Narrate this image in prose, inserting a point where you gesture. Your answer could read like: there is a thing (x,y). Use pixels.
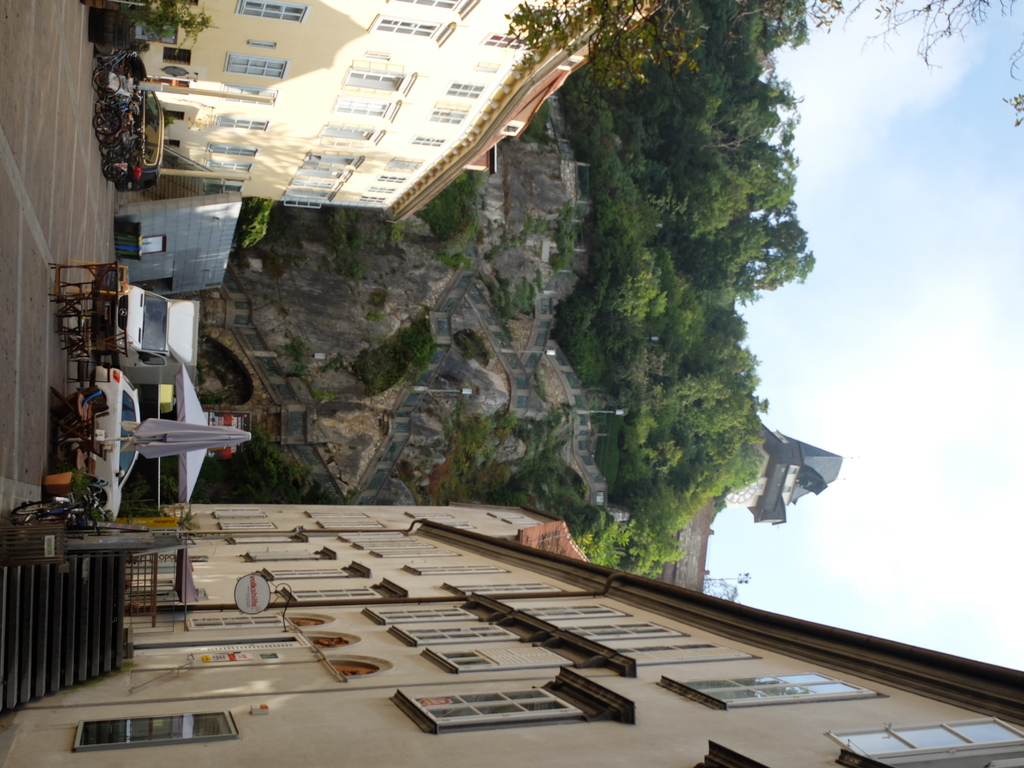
In this image there is the sky (799,350), there are trees (691,458) on the hill (750,420), there is a building (786,477) on the hill (449,355), there is a building (341,625) towards the bottom of the image (377,628), there is a staircase (494,316), there is a bicycle (54,513), there are vehicles (111,463) on the road (82,224), there is an umbrella (178,435), there is a building (376,64) truncated towards the top of the image (379,80).
